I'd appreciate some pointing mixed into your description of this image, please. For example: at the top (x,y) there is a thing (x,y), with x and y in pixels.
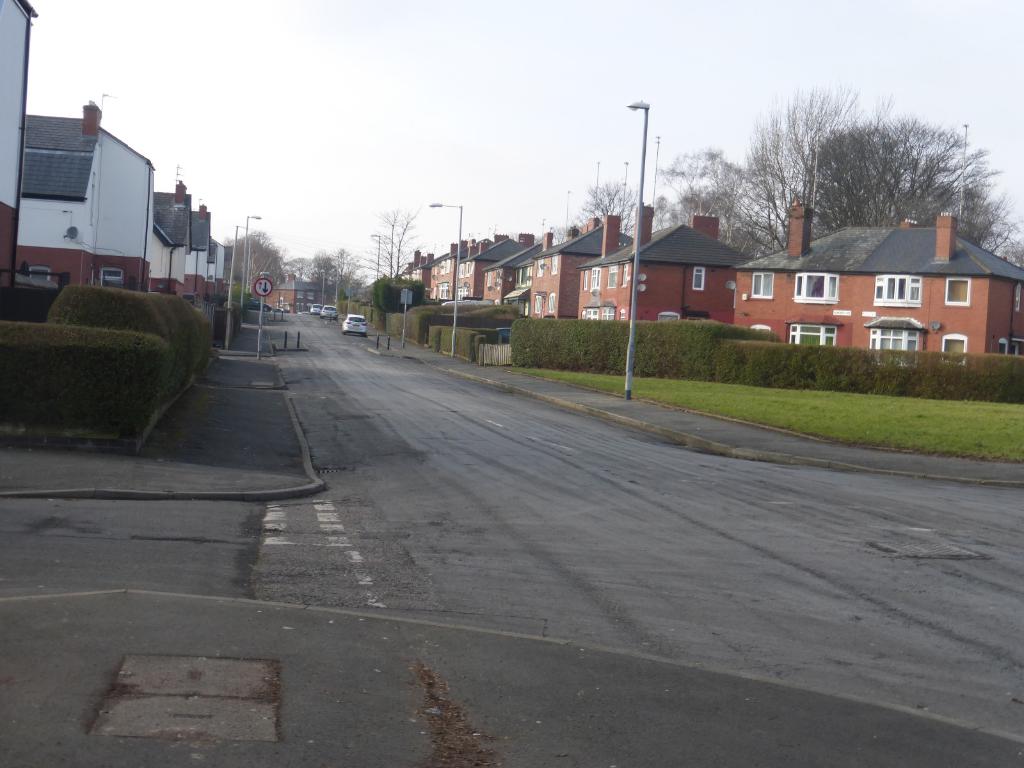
In this picture I can see vehicles (355,320) on the road (397,433), there are poles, lights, there is a signboard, there are houses (735,295), there are plants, trees (899,136), and in the background (281,154) there is the sky (171,17).
